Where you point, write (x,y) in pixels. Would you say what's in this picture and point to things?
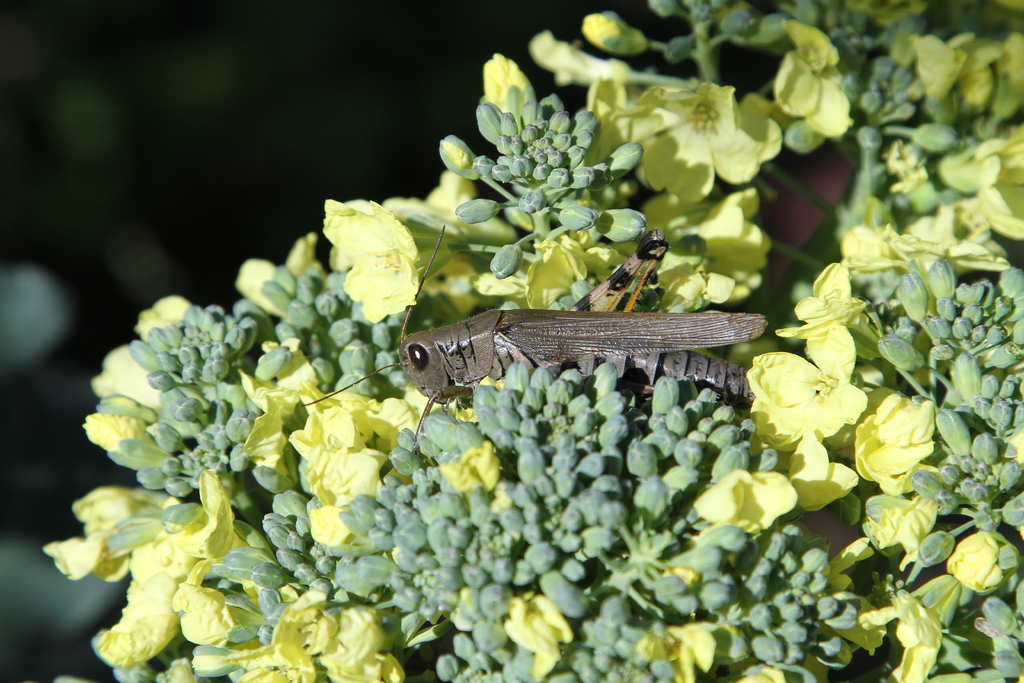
In this image, we can see grasshopper (551,351) on the flowers (389,394). Here we can see few flowers (374,402). Background (244,168) we can see a dark view.
